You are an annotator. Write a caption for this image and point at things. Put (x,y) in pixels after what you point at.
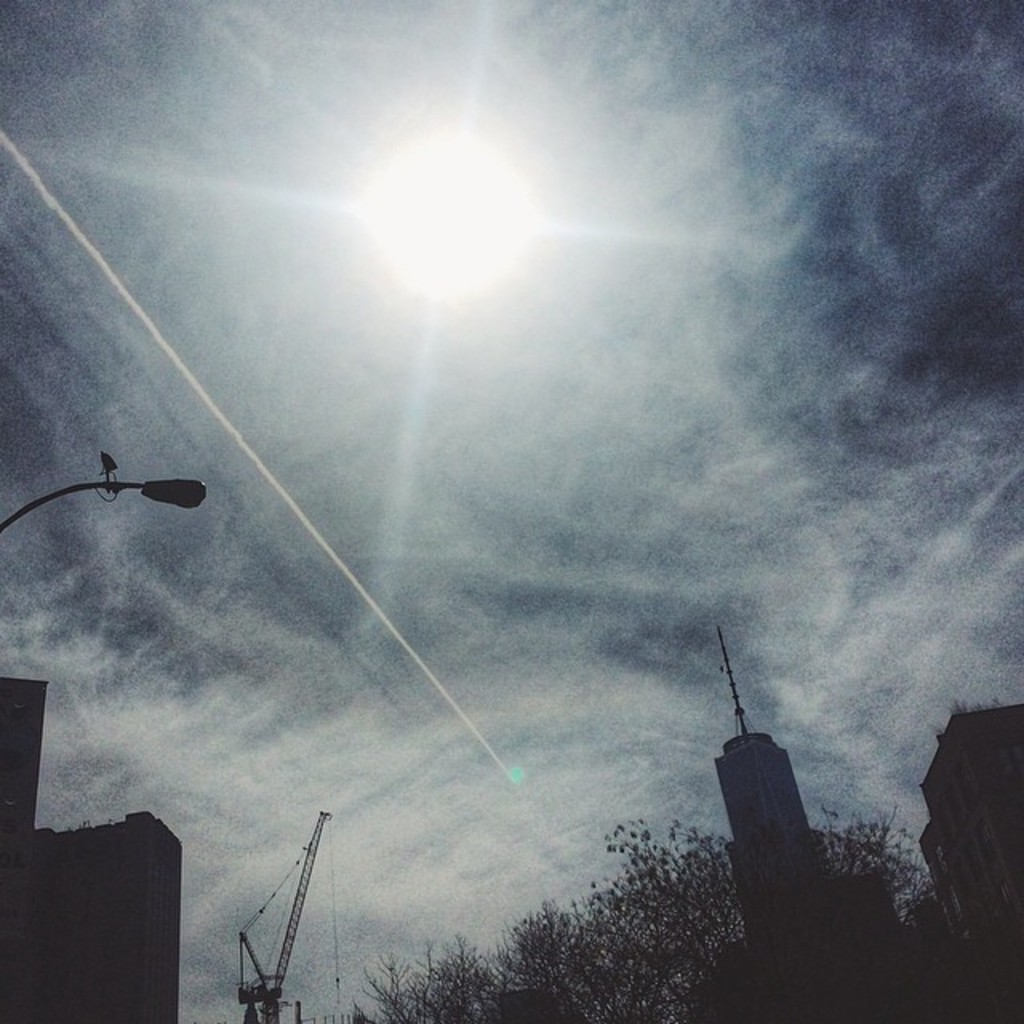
In this picture we can see some building (751,855) and dry plant (455,1000) in front (540,986) bottom side. On the left side (2,683) there is a light pole (52,497) and a building (149,912). On the top (361,225) we can see the sky (361,225) and sun (428,184).
